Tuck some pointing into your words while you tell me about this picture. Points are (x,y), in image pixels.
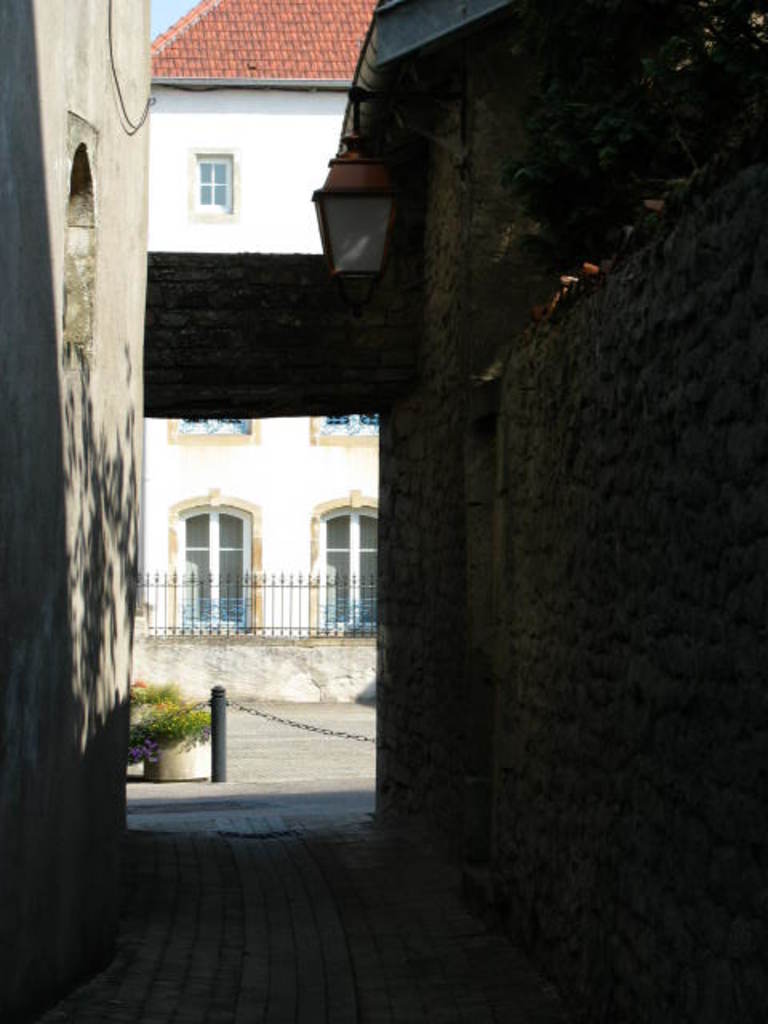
In this picture there is a building (286,535). Here we can see plant (151,729) on the pot (162,759) which is near to the chain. Here we can see fencing (290,583) on the wall (352,663). On the top (154,6) there is a sky (161,6). Here we can see windows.
